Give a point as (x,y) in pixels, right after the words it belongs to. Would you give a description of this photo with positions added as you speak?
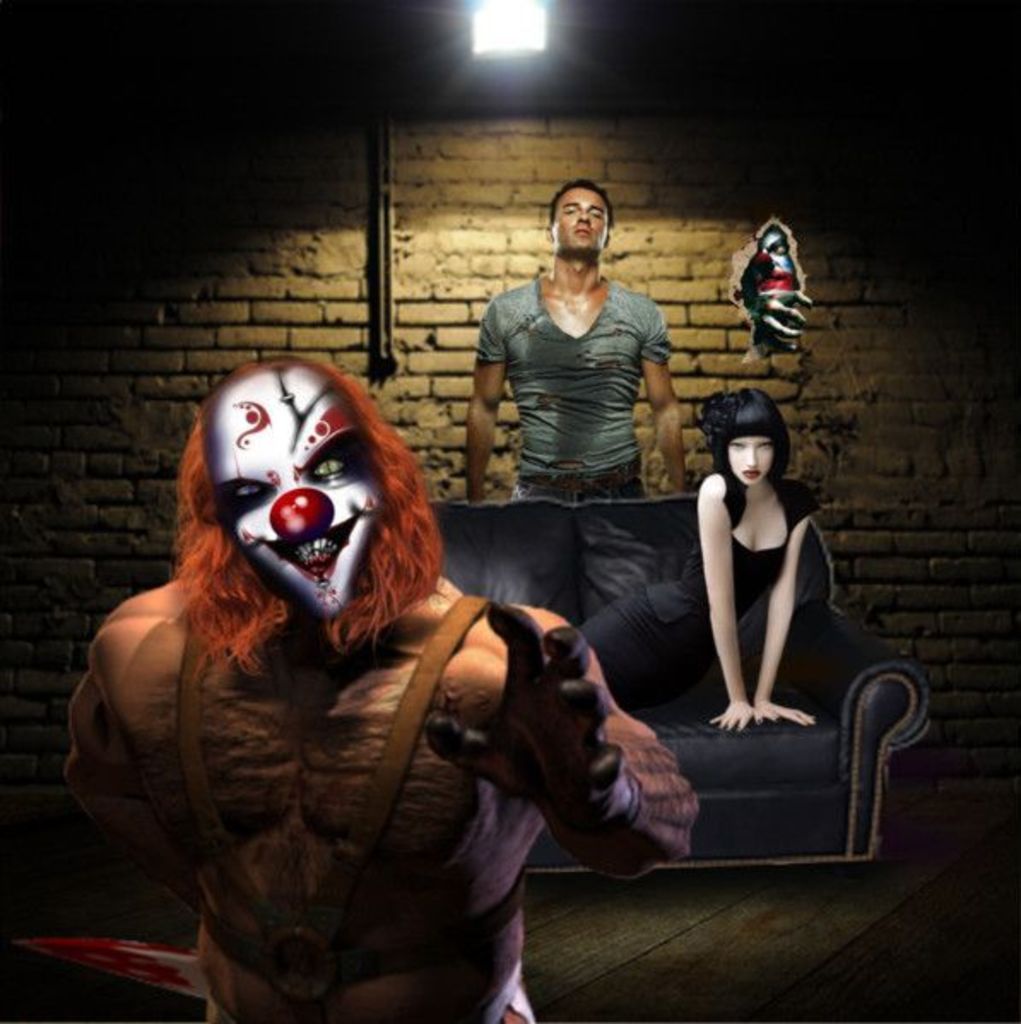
On the left (287,700) we can see a monster pic (305,693). There is a woman (640,615) sitting on a sofa (695,850), a man (567,323), pipe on the wall (553,178), light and a monster pic (787,287), edited as it is coming from the wall (713,136).
